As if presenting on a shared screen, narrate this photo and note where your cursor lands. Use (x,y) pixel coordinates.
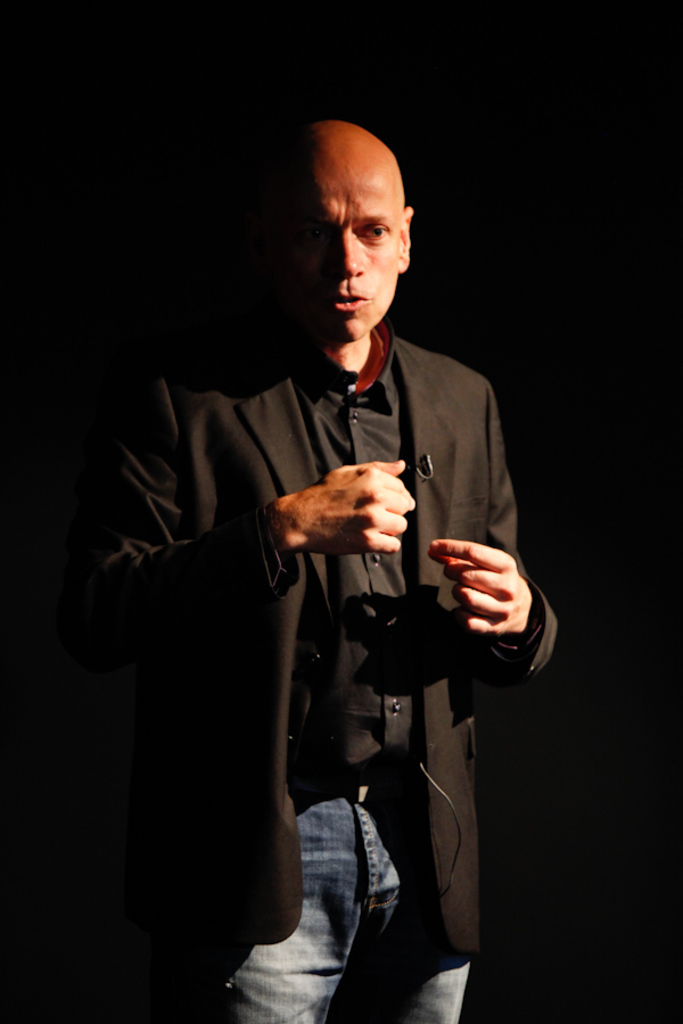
In this image I can see a person (453,726) and background (655,90) is dark.
